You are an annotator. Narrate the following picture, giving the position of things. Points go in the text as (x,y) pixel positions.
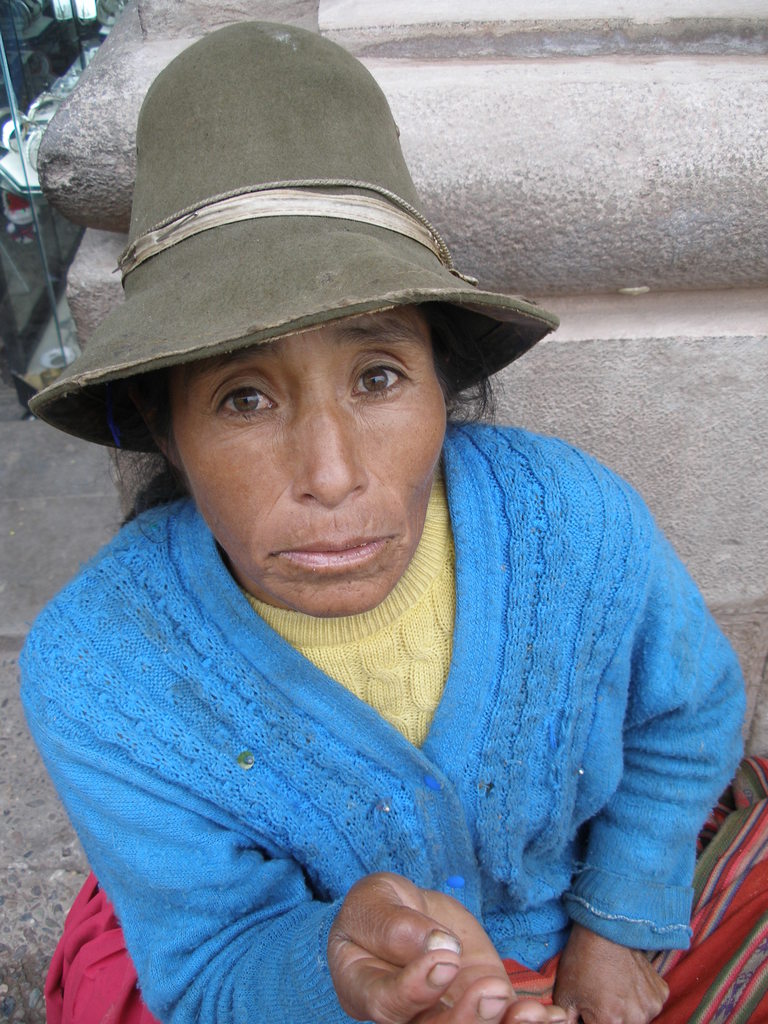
In this picture we can see one woman (291,782) is sitting in front of the pillar (695,436).
